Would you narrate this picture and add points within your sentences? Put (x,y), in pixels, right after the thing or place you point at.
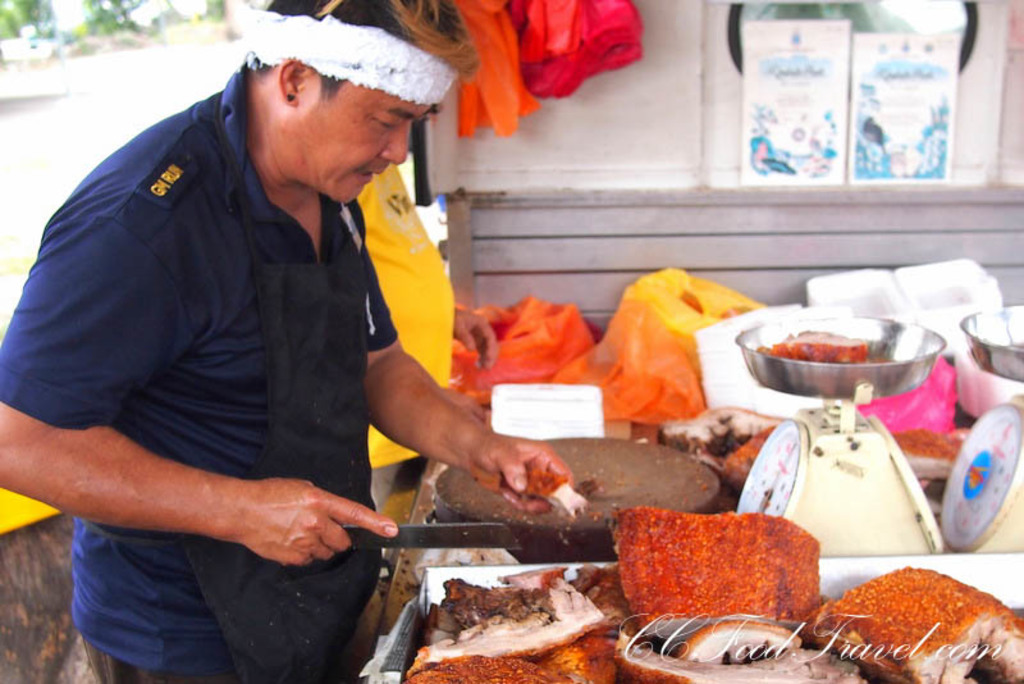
In this image there is a person (158,449) is holding knife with one hand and meat (536,469) with other hand (537,452). Before him there is a tray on the table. On the tray (429,583) there is some meat (730,622) on it. Beside the tray (855,560) there are weighing machines (841,397) having meat (829,348) on it. Beside it there are few objects (723,333) and covers (627,342) are on the table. Few posters (816,164) are attached to the wall (679,145) having covers (512,105) hanged to it. Left top there are few trees (127,15) behind the wall (559,124).
